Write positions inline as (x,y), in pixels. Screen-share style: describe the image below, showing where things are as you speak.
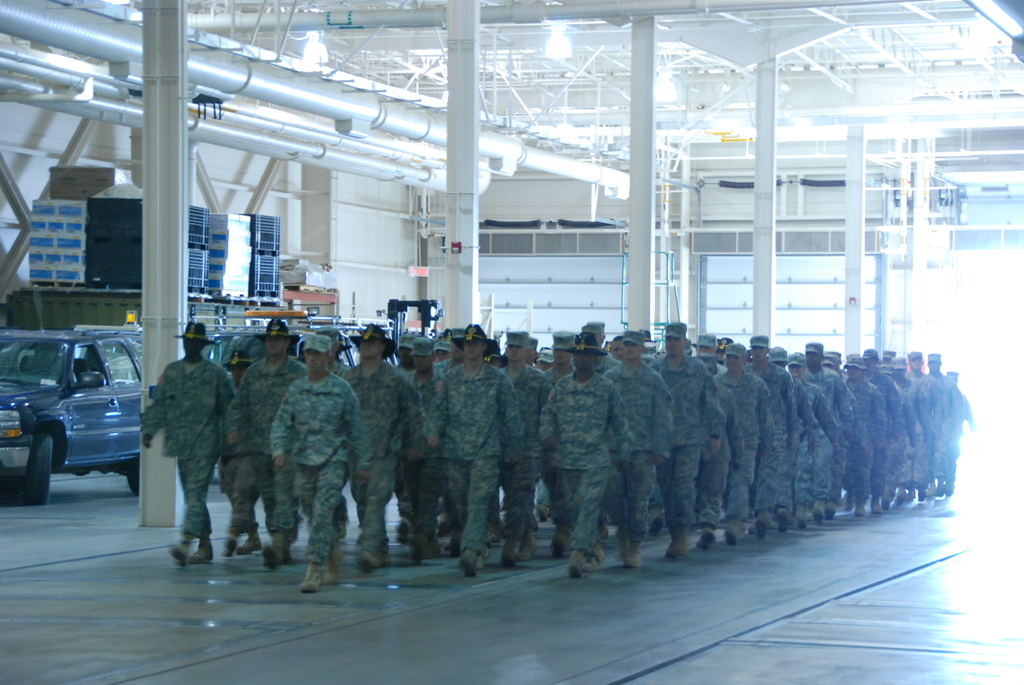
In this image we can see a crowd (395,425) walking on the floor (297,545) wearing the uniform (821,385). In the background (101,365) we can see motor vehicles (98,381) on the floor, cartons (141,200), iron grills (359,59), electric lights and pipelines (195,71).
